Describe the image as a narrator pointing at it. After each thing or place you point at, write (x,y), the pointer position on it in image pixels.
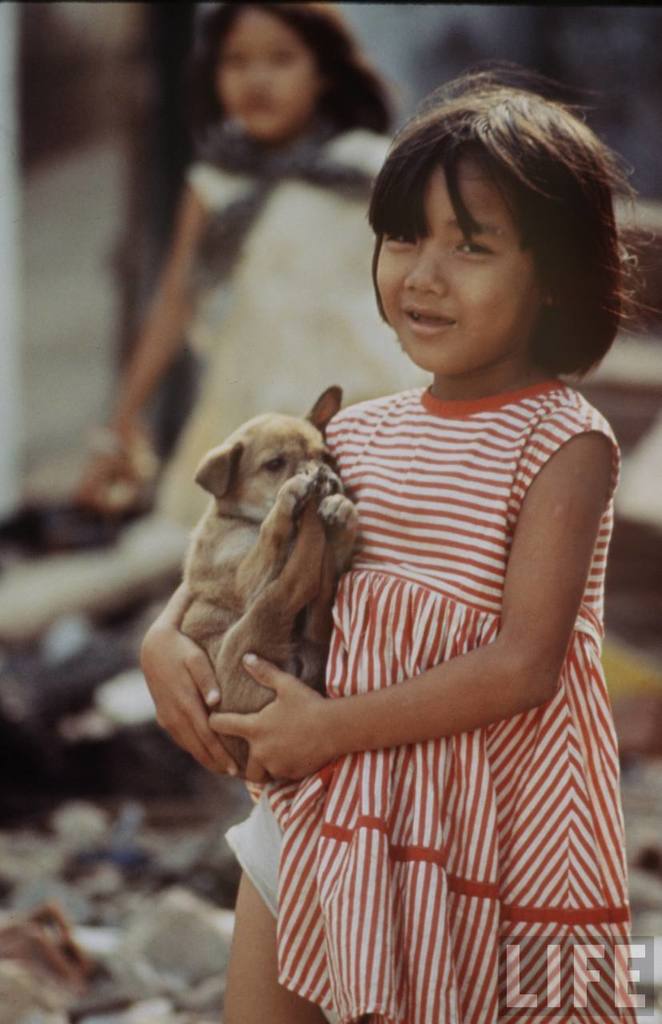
There is a little girl (428,993) holding a dog (219,472) in her hand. In the background (224,187) there is a girl (171,489) staring at this girl (593,479).
